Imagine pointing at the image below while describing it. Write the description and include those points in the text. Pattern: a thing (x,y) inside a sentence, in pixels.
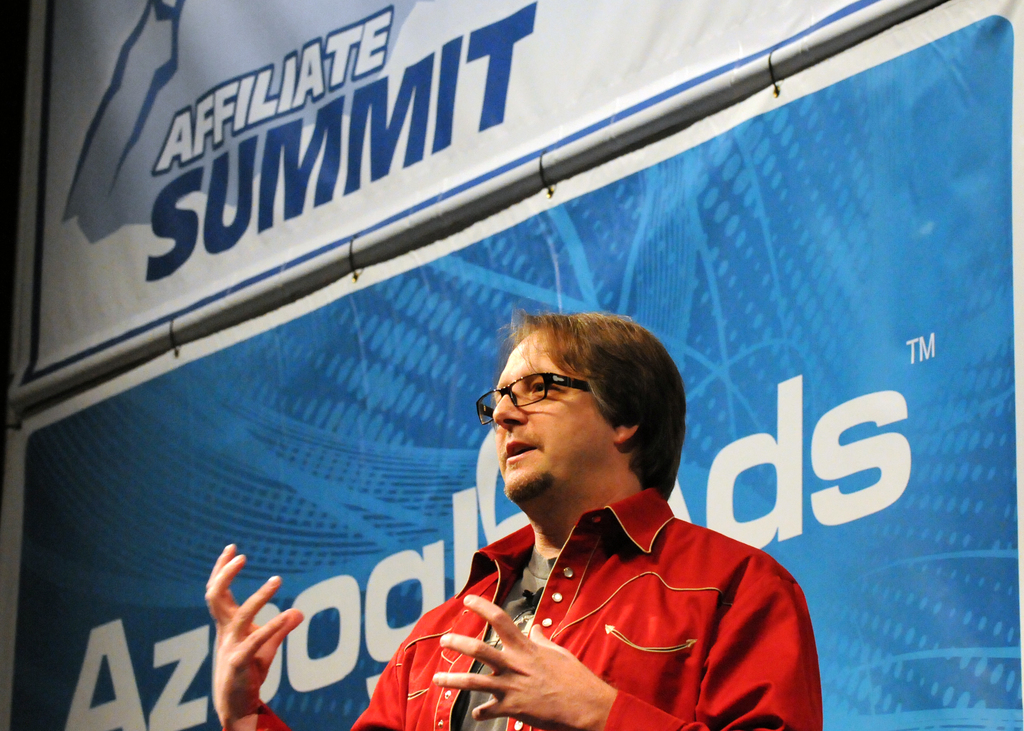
In this image at the bottom (662,510) there is a person (570,379), behind the person (572,420) there may be a banner (355,445), on which there is a text (289,186).
